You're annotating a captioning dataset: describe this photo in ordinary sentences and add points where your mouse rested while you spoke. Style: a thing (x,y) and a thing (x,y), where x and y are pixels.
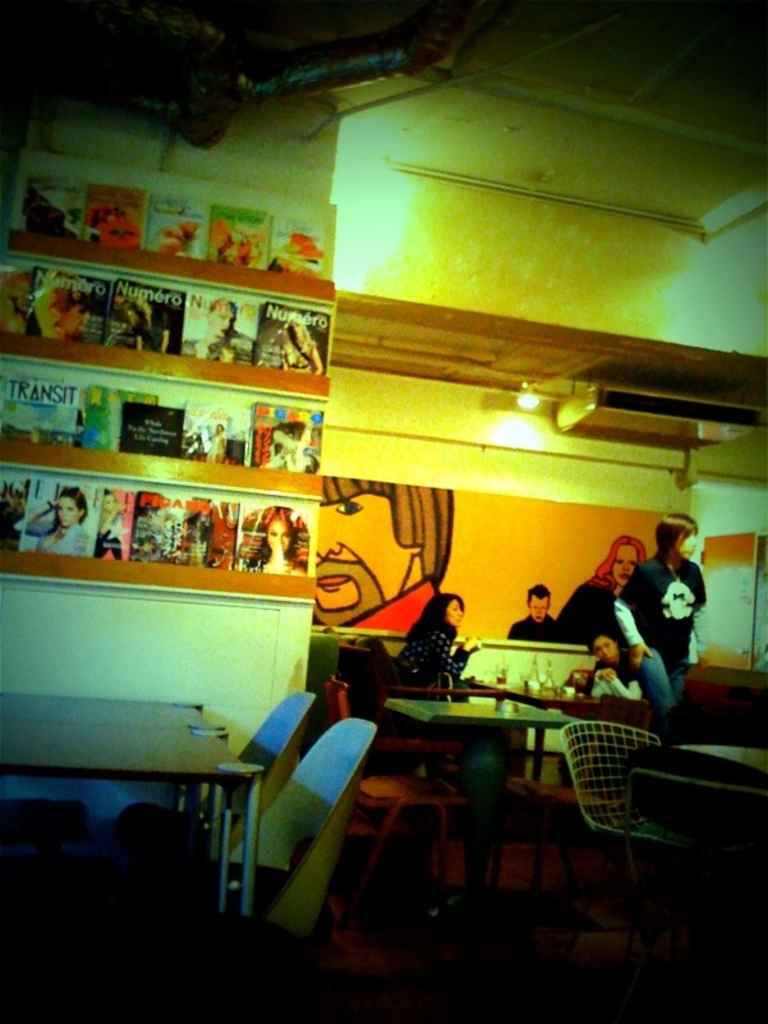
In this picture we can see some tables (122,750) and chairs (266,743), on the left side (244,742) there is a wall (224,672), we can also see some books (160,209) on the left side (209,418), in the background (607,646) there are two persons (600,680) sitting on chairs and a person (644,662) is standing, we can also see lights (524,407) in the background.
